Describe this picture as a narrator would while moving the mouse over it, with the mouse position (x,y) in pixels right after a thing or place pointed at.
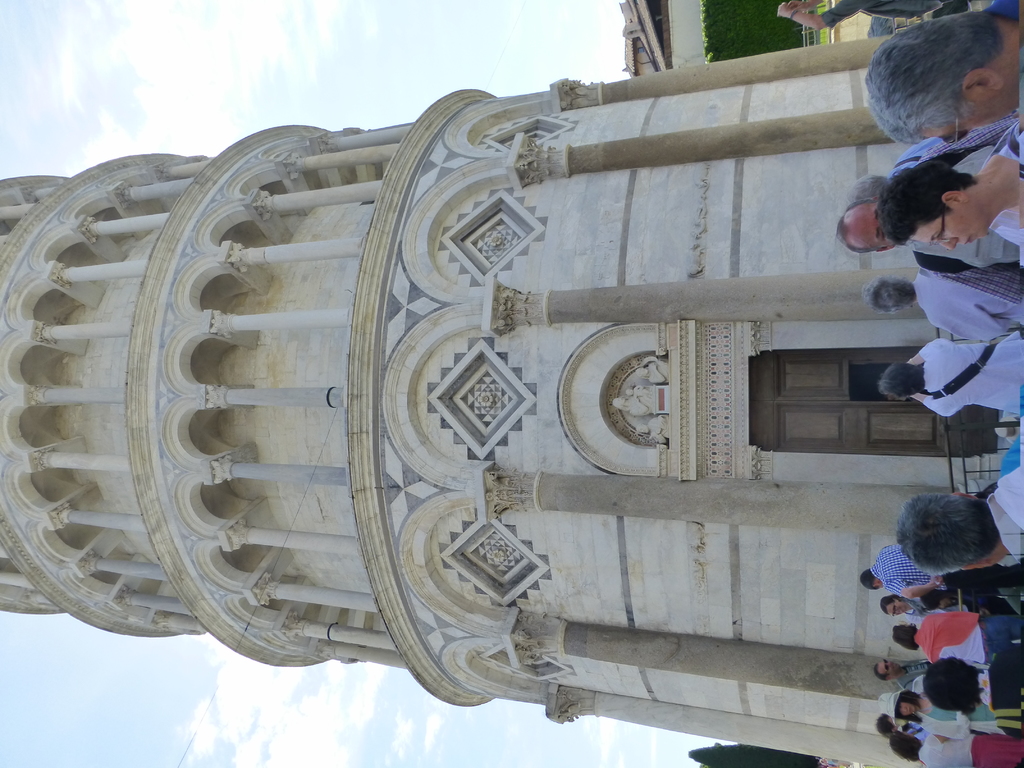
In this image I can see group of people (994,69) standing. In front (358,371) I can see a building (428,379) in cream and white color, background (219,119) the sky (476,48) is in white color.
